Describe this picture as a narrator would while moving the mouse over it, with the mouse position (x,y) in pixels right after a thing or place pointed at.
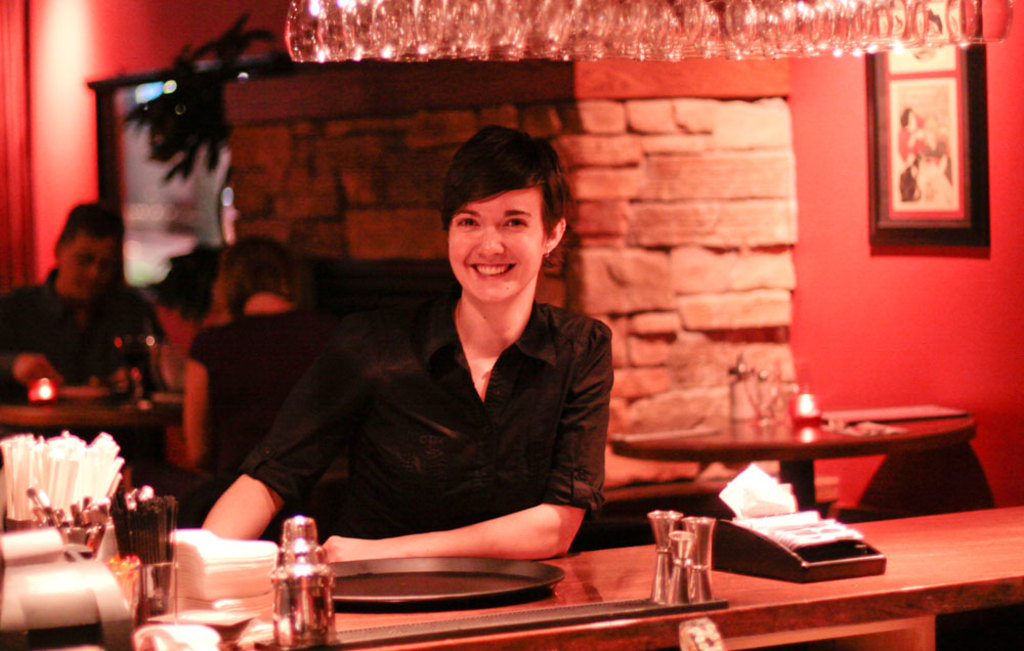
In this image, we can see a woman (496,364) is smiling and seeing. She kept her hand (548,531) on the wooden table (568,603). Here we can see so many things (489,624) are placed on the table (907,554). Background (876,286) there is a pillar (674,244), wall (814,266), photo frame (900,182). Here we can see few people (86,319), table (756,427), some objects (744,416). Top of the image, we can see glasses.
